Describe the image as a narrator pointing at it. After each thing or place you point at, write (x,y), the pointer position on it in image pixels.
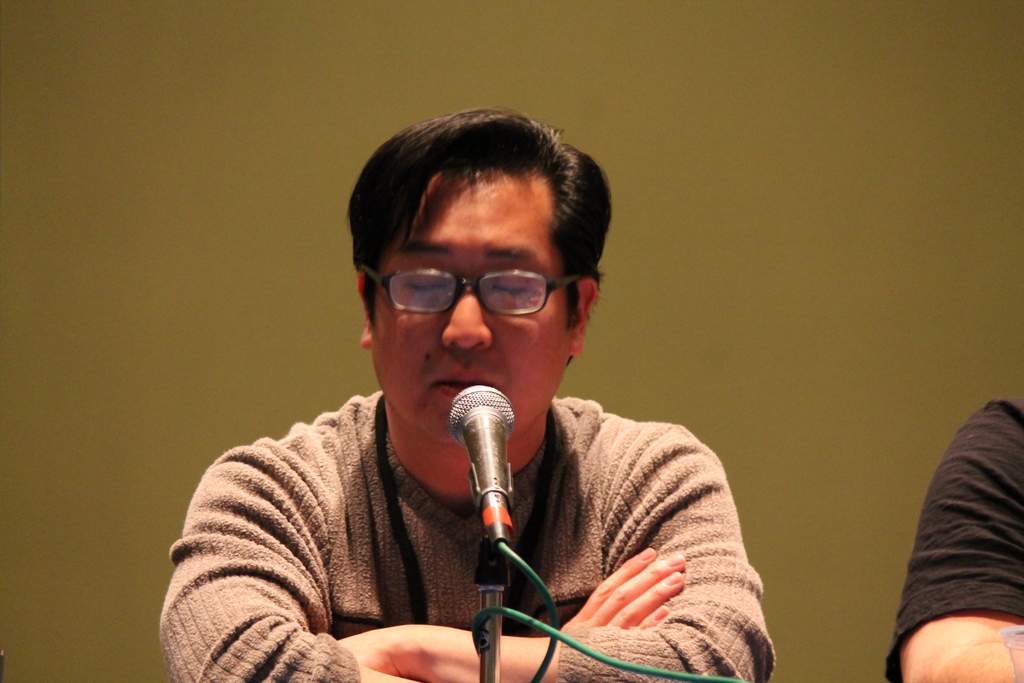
In the picture I can see a person (288,555) wearing brown color sweater (288,555) and spectacles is having a mic (498,471) fixed to the stand (502,624) in front of him. On the right side of the image (956,663) I can see a person's hand (930,641) wearing black dress (962,596). In the background (868,133), I can see the wall (158,476).
